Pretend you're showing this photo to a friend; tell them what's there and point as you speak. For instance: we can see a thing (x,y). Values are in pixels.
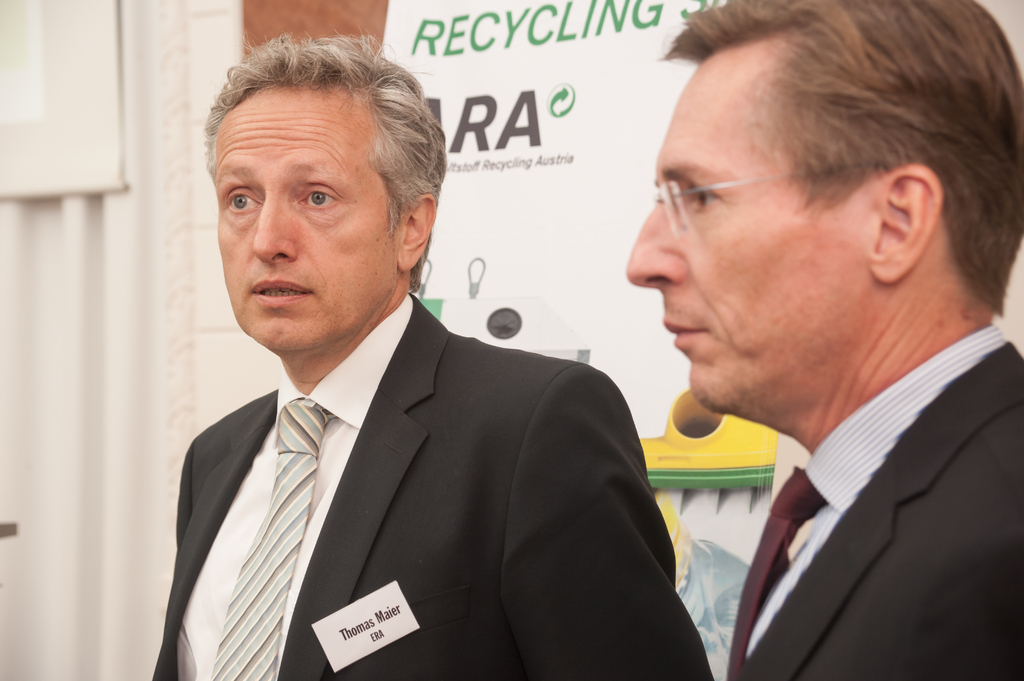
In this picture we can see two persons (480,347) are there. In the background of the image (107,146) we can see a board (538,124) and wall (125,49) are present.
